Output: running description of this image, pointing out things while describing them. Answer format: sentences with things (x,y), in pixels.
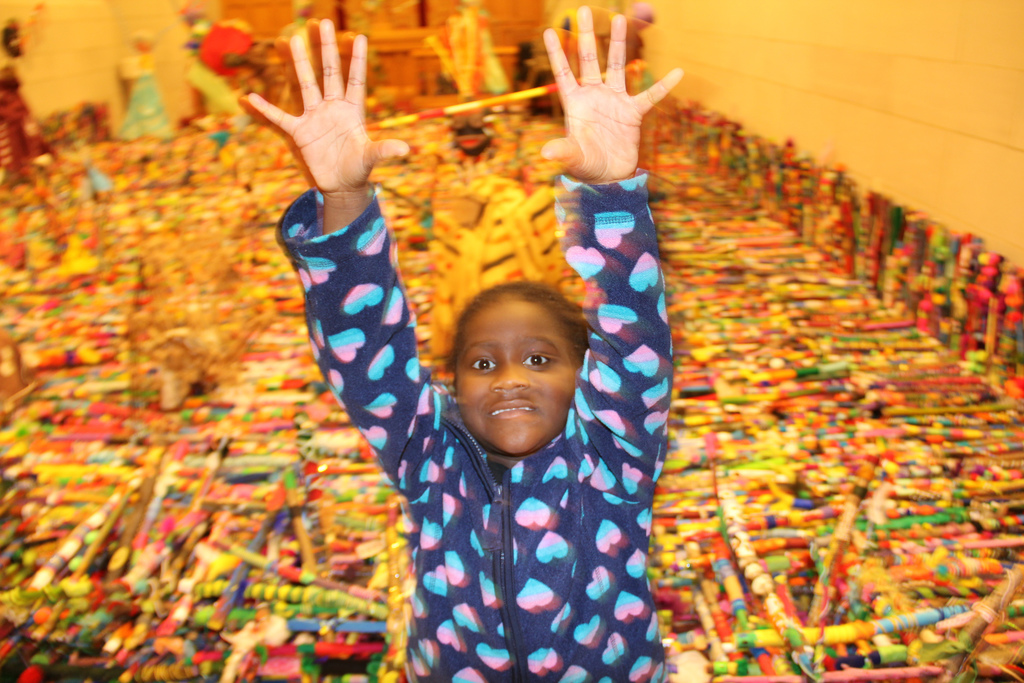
In the center of this picture (508,321) we can see a person (579,448) wearing blue color jacket (472,504) and seems to be standing. In the background (832,384) we can see the colorful objects (241,241) and the wall (842,48).
